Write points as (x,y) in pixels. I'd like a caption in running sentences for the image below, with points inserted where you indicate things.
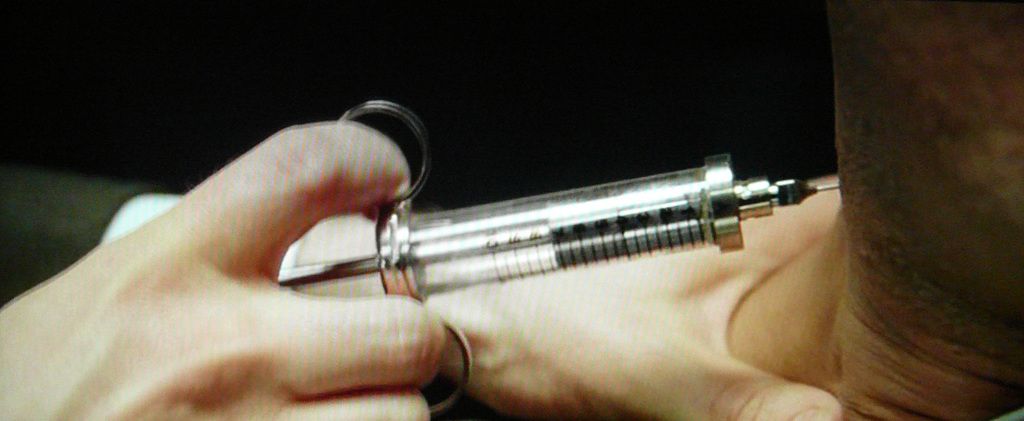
In this picture we can see the hands (205,305) of a person (207,271) and the person (178,288) is holding an injection (482,238). On the right side of the image (915,221), there is another person's neck (880,225). Behind the people (147,256), there is the dark background (684,89).
